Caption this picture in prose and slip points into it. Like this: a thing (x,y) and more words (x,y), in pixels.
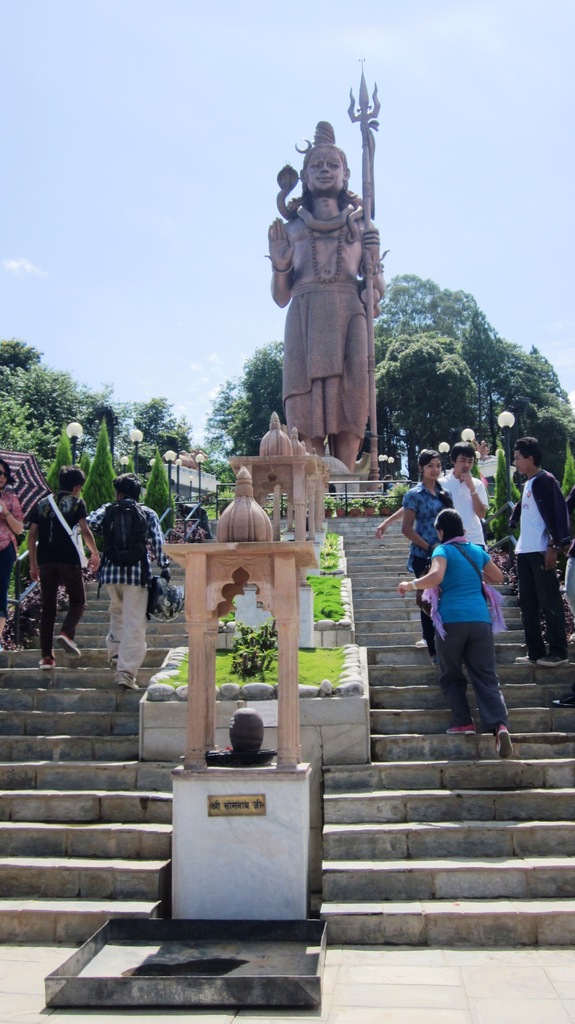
In this image I can see few cream colour things (275,575), plants (342,504), stones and a black colour thing (267,751) in the centre (283,603). I can also see stairs (72,685) and on it I can see number of people (463,728) are standing. In the background (562,350) I can see number of trees (8,416), number of poles (445,469), lights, a sculpture (295,335), clouds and the sky (143,208). On the left side of this image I can see one person (1,647) is holding an umbrella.
